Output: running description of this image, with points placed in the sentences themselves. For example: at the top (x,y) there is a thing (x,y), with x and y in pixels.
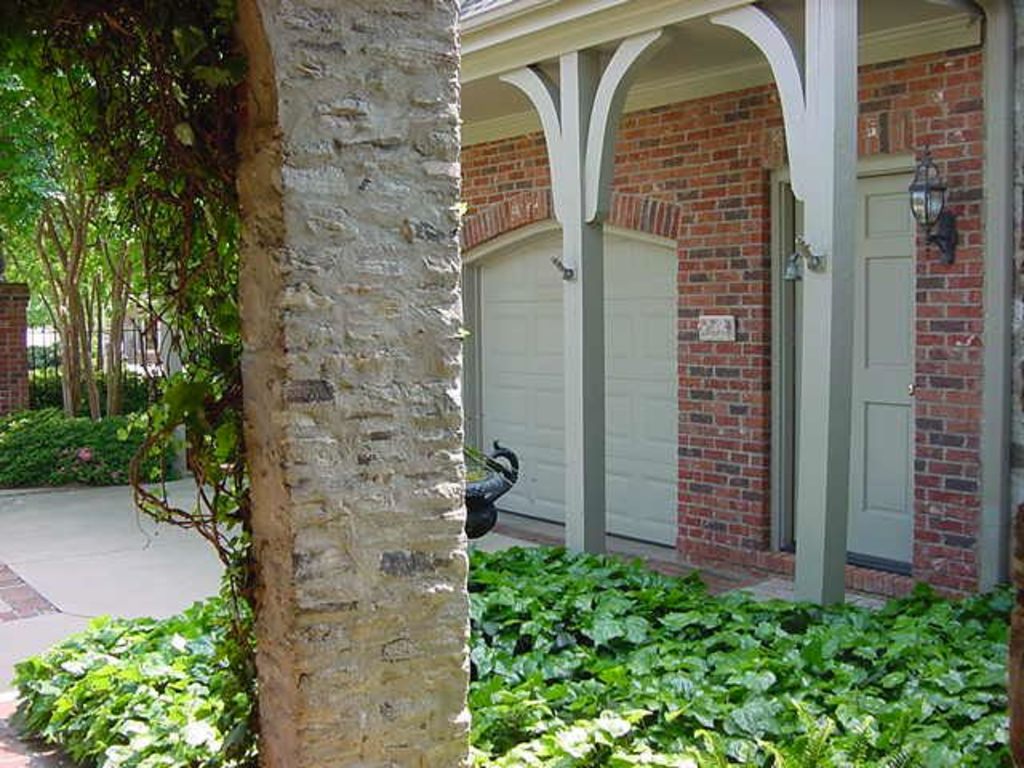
In the center of the image (372,352) there is a pillar (329,390). At the bottom of the image (56,693) we can see leaves (801,702). In the background (689,267) we can see buildings (835,258), plants (146,427), gate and trees (98,239).
